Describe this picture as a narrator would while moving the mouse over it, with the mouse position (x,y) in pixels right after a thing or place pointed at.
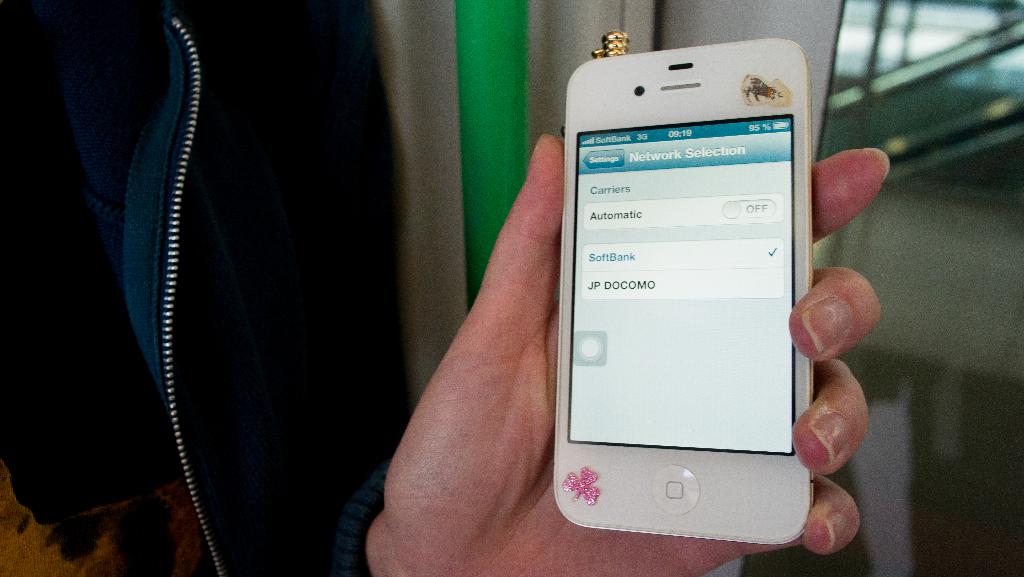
In this picture I can observe a mobile (625,326) in the human hand (432,476). There is some text (629,219) in the screen (720,225). In the background (494,92) I can observe green color pole (500,141).
